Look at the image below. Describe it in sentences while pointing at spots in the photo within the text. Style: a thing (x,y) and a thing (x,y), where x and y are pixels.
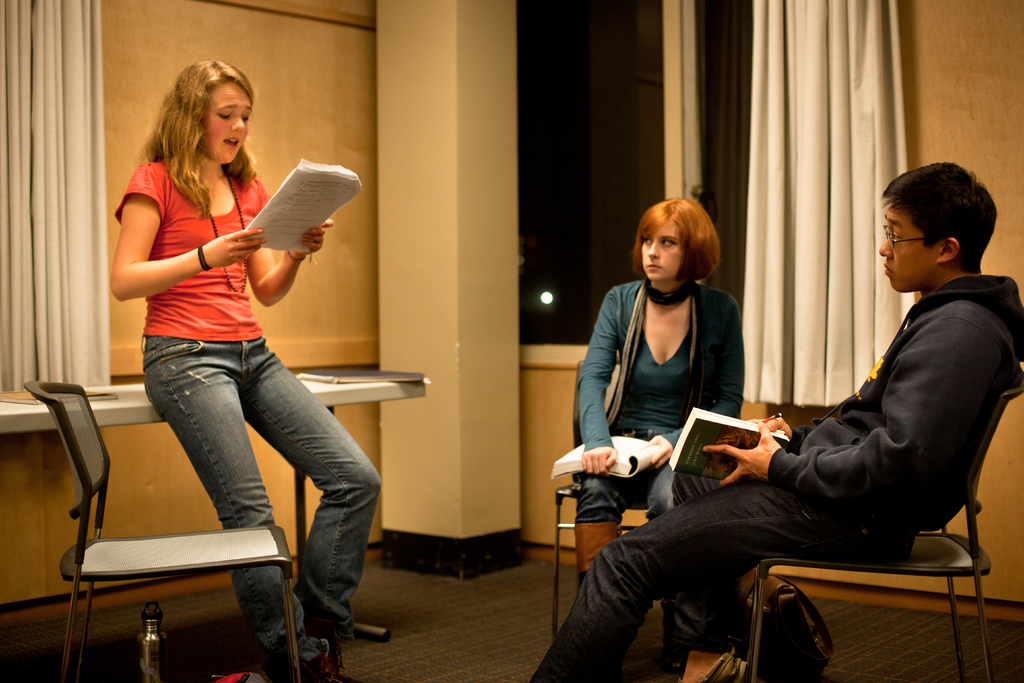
In the image we can see there is a woman (238,256) who is standing and holding papers (294,182) in her hand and in front her there are people (875,481) sitting on chair (771,555) and holding book (687,456) in their hand (709,448).
